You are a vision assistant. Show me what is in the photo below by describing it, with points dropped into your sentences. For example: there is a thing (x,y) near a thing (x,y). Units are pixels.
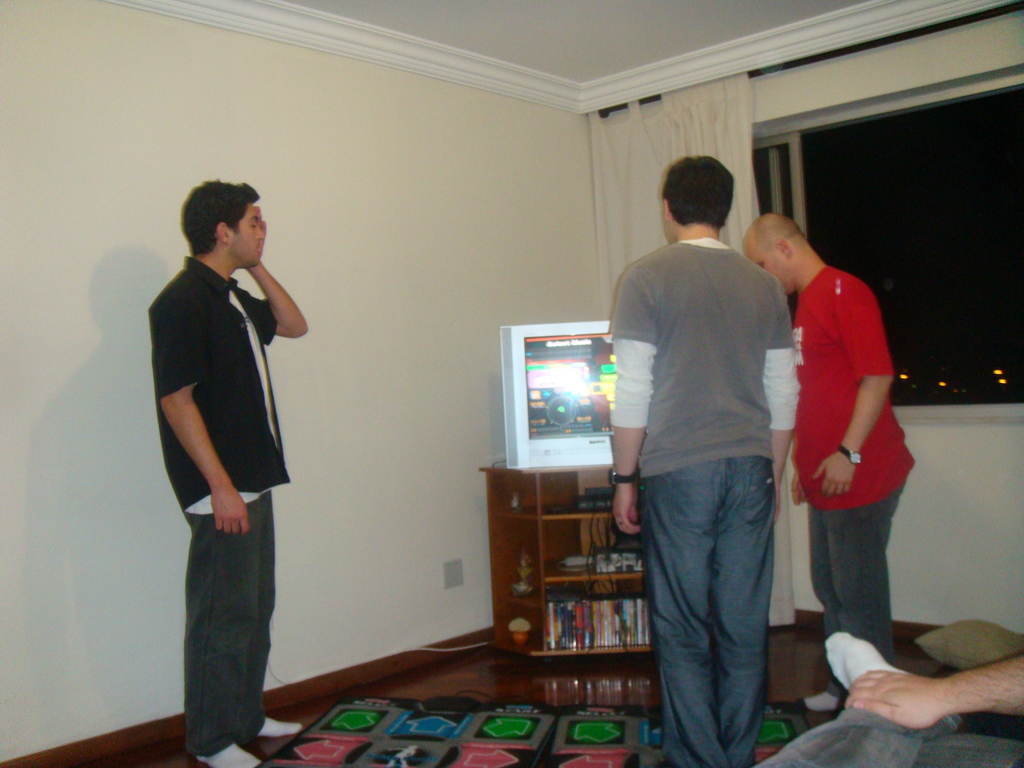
There are three persons (633,477) standing. On the floor (428,693) there is a carpet (440,738). There is a table (528,536) with racks (540,582). On the racks (575,591) there are books (584,630). On the table (564,479) there is a television (511,400). On the right side (856,156) there are windows (810,152) with curtains (664,112). In the back (391,208) there is a wall (359,395).
